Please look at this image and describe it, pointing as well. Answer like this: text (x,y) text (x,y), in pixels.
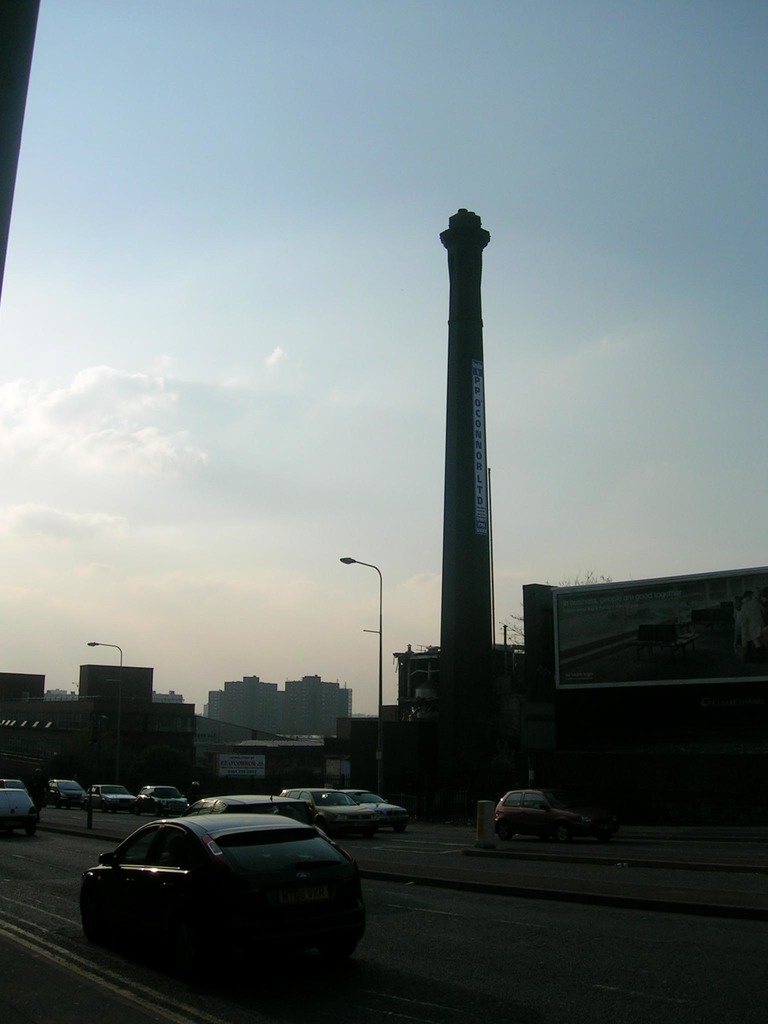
In this picture we can see cars (145,898) on the road (397,941), buildings (421,732), poles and in the background (360,559) we can see the sky (429,294) with clouds (16,542).
